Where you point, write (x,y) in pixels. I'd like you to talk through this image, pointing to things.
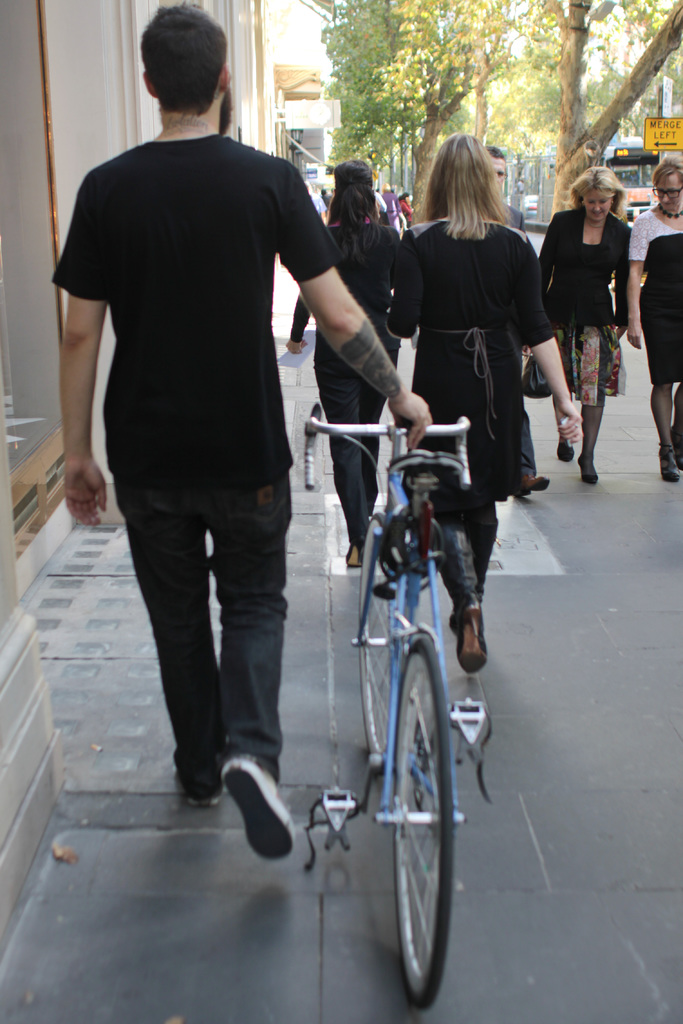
In this image I can see few people (591,464) are walking in front of the buildings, among one person (155,143) is holding bicycles (402,789) and walking, side there are some trees (471,125) and I can see a bus (630,173) on the road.
